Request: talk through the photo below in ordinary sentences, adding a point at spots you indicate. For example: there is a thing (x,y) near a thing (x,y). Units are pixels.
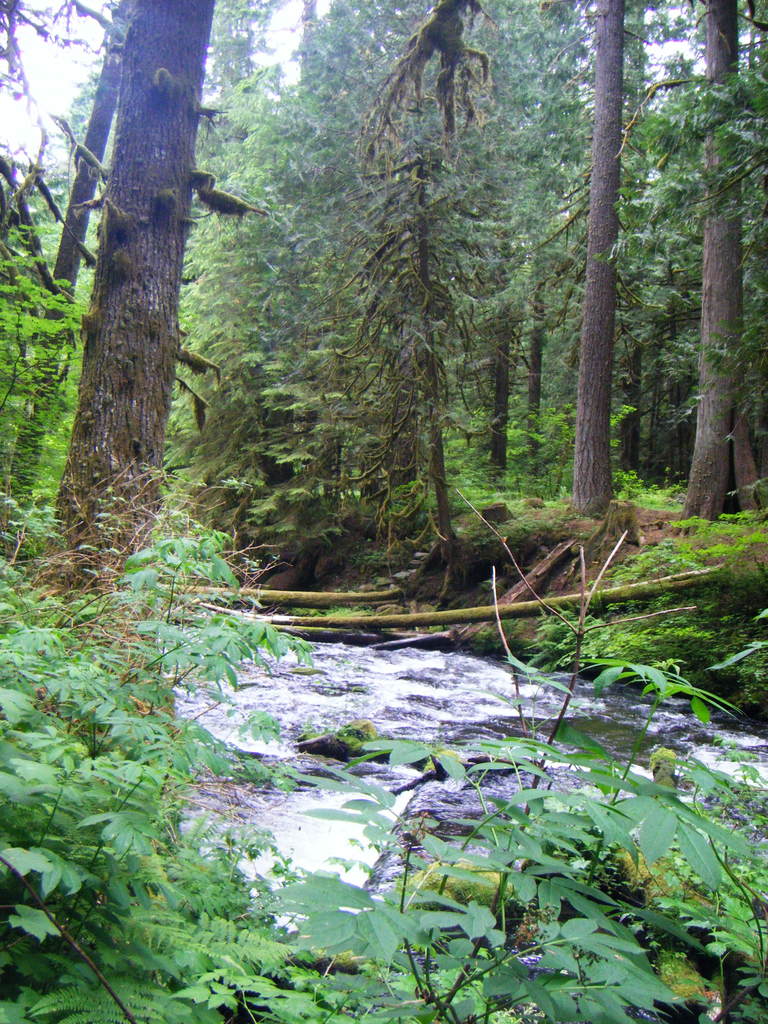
In this image there are trees (474,95), in the middle of them there is water flow (429,705) and in the background (39,90) there is the sky (32,114).
